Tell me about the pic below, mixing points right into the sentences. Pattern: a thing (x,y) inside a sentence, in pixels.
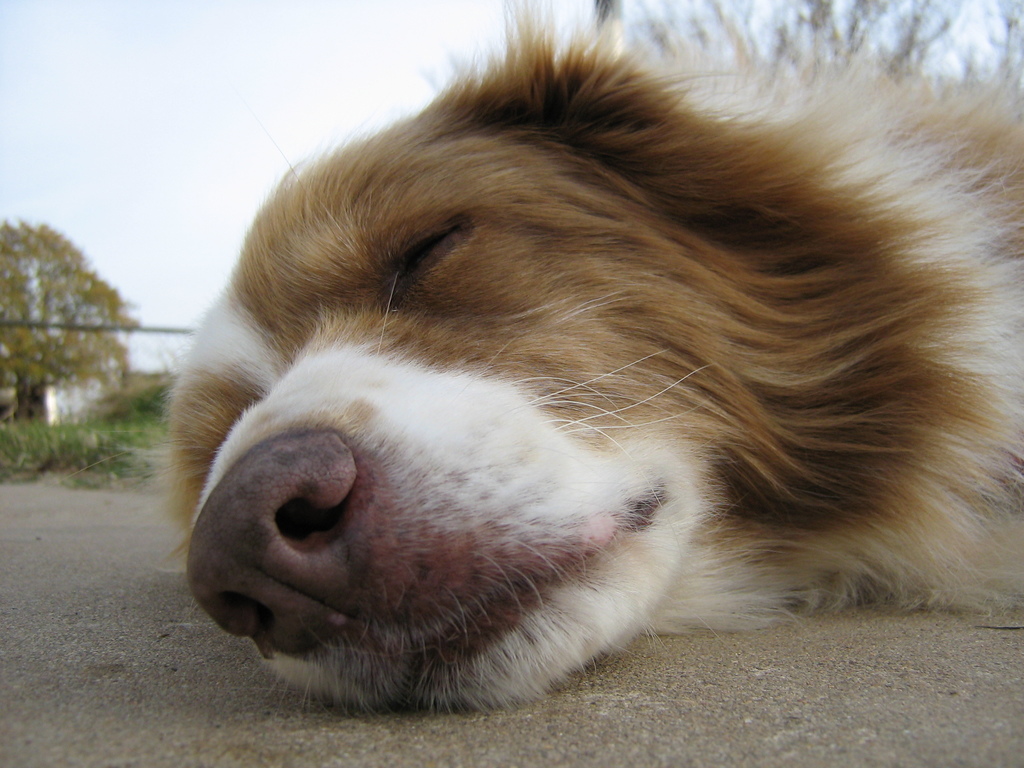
In this picture, we can see a dog (452,509) lying on the ground (88,611), in the background (122,429) we can see tree (110,383), plant (106,425), and the sky (126,256).
